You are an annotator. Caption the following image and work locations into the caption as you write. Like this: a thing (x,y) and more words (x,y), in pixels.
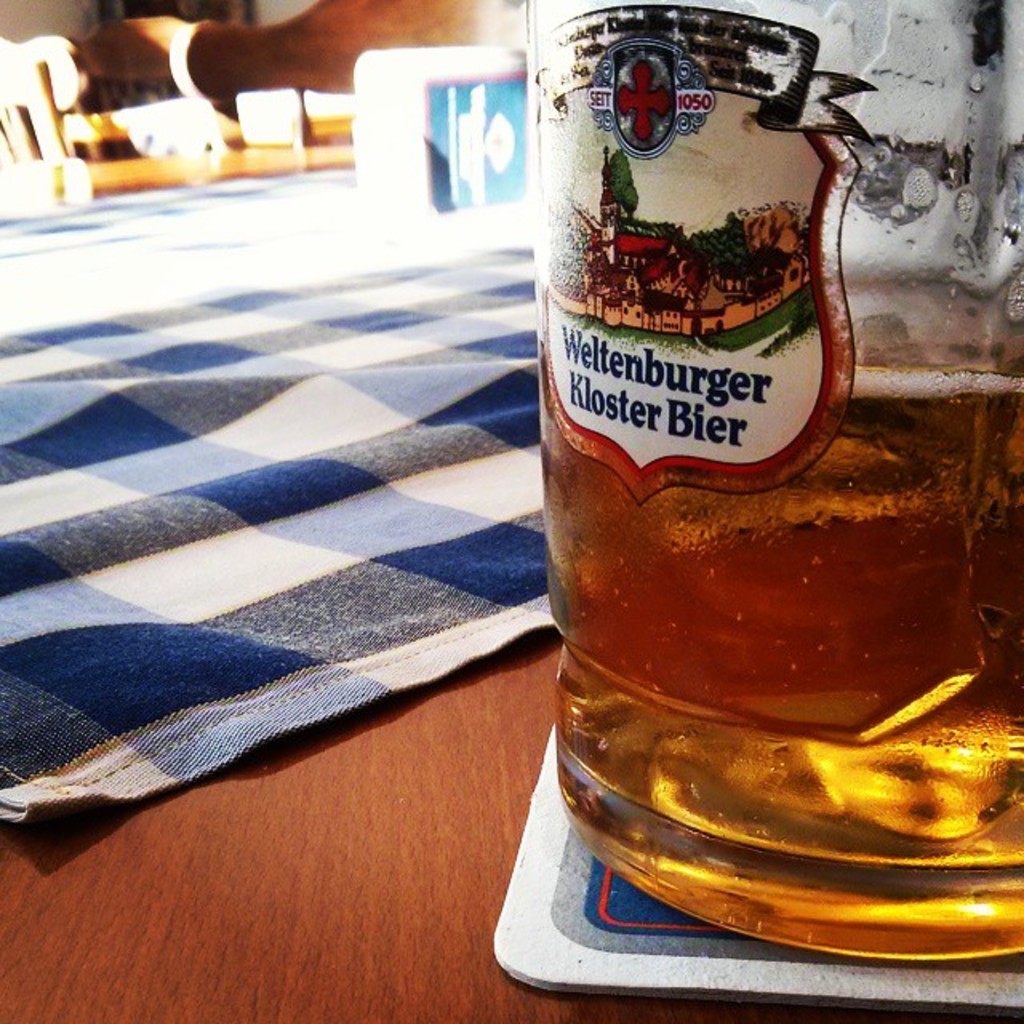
On the table (525,1004) i can see beer mug (790,693), mat (740,941), tissue paper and cloth (321,655). At the top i can see the chair (360,20), beside it i can see the tables (161,181) and wall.
